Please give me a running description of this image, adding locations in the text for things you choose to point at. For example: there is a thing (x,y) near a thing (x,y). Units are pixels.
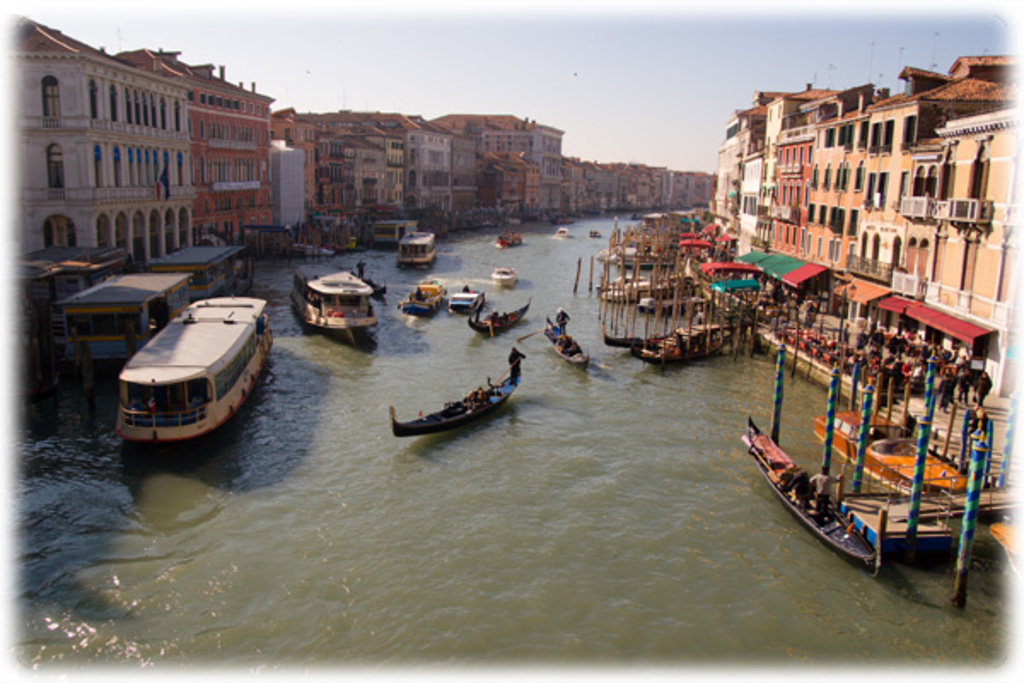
In this image, at the bottom (593,477) there are water (462,461), boats (506,274), poles (668,301), people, tents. In the middle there are buildings (152,156), sky (606,155).
